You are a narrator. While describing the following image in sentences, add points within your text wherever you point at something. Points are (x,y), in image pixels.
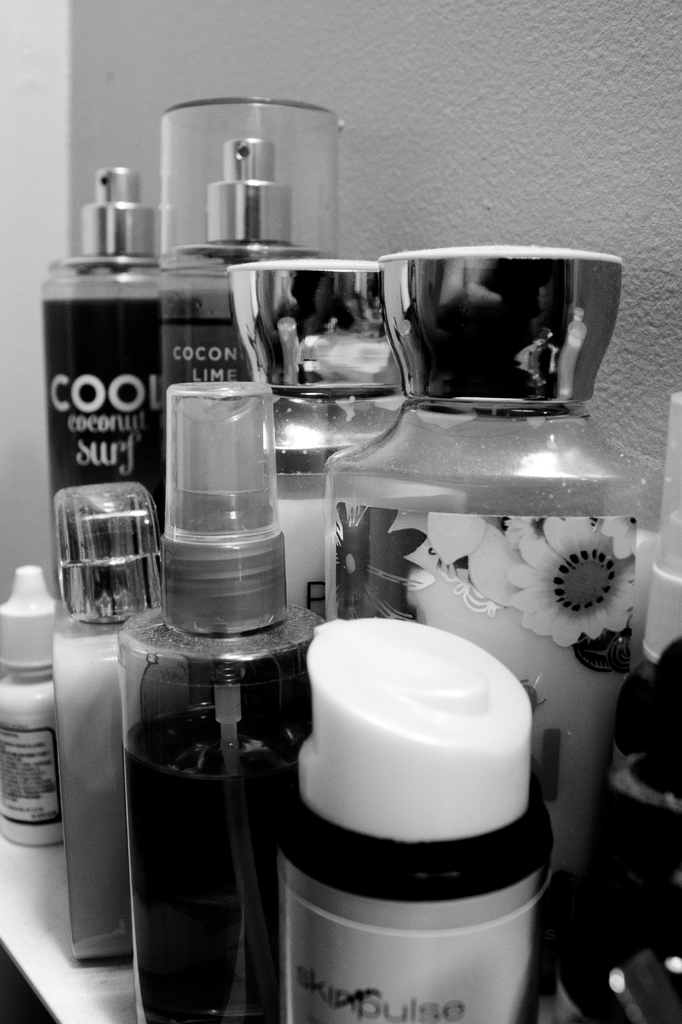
As we can see in the picture that, there are many perfumes (210,454) which are in different sizes of bottle (278,560).
